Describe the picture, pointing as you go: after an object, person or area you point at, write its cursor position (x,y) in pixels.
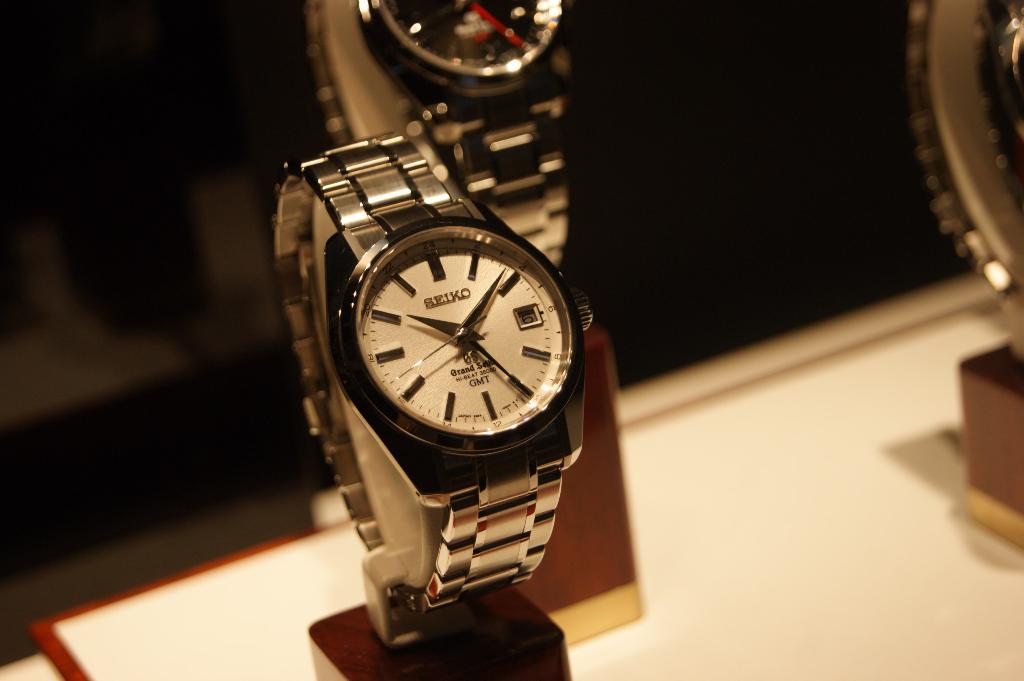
In this image we can see some wrist watches (526,211) placed on stands (344,678).
